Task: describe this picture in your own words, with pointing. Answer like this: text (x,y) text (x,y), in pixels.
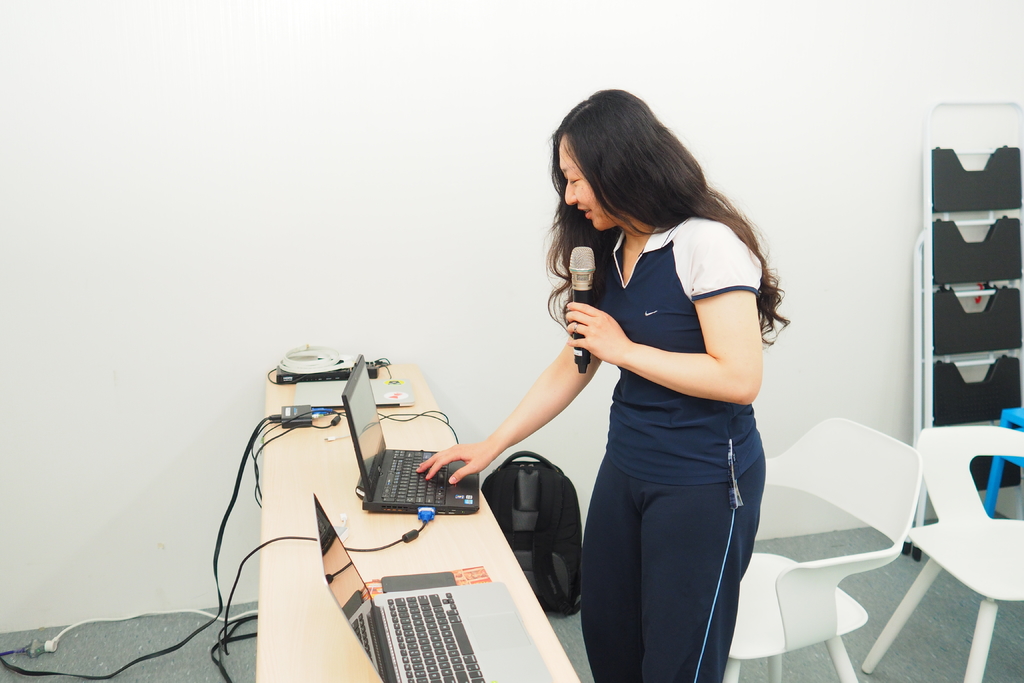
In this image i can see a woman (650,399) standing holding a microphone (583,257). I can see a table (448,447) on which there are 2 laptops (434,484) and some wires (257,470). In the background (349,232) i can see a wall (356,227), a ladder (967,360) and few chairs (897,550).
